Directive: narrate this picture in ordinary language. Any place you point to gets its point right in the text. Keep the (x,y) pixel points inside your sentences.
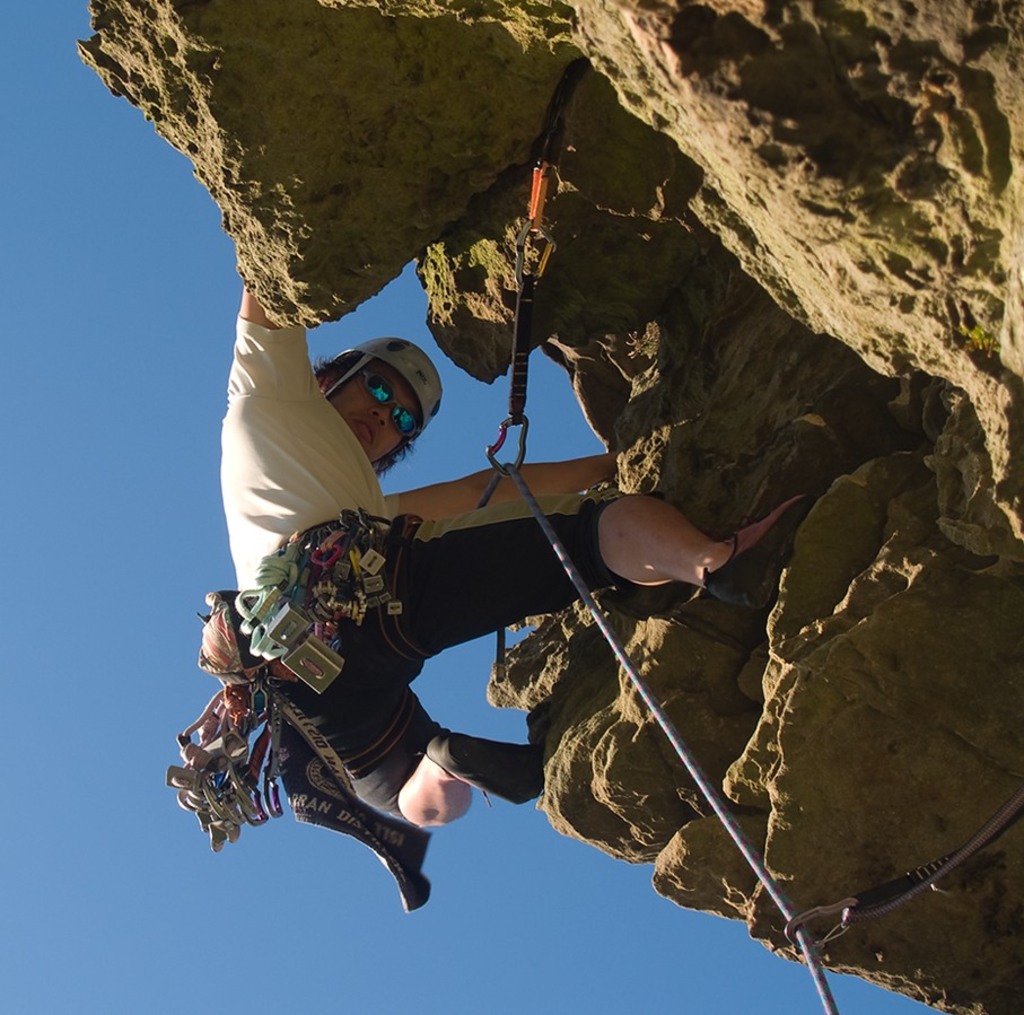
This image consists of a person (352,660) climbing the mountain (582,657). And tied with a rope (623,649). On the right (889,178), we can see a rock (580,338). At the left (22,40), there is sky (73,696).
